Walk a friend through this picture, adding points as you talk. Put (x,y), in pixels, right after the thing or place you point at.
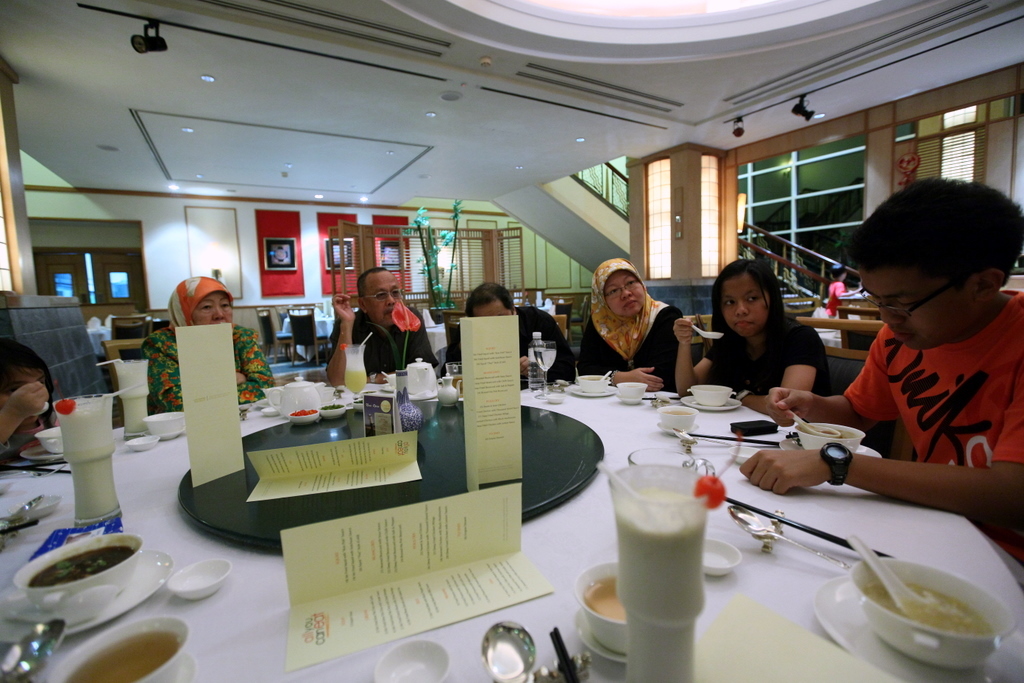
In this image I can see a group of people (904,470) are sitting around the dining table (564,537) and having the food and there are glasses (660,590) and food bowls (304,419) with spoons (752,520) and chopsticks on the dining table (552,497). At the back side (559,234) there is the staircase (564,221), at the top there are ceiling lights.
